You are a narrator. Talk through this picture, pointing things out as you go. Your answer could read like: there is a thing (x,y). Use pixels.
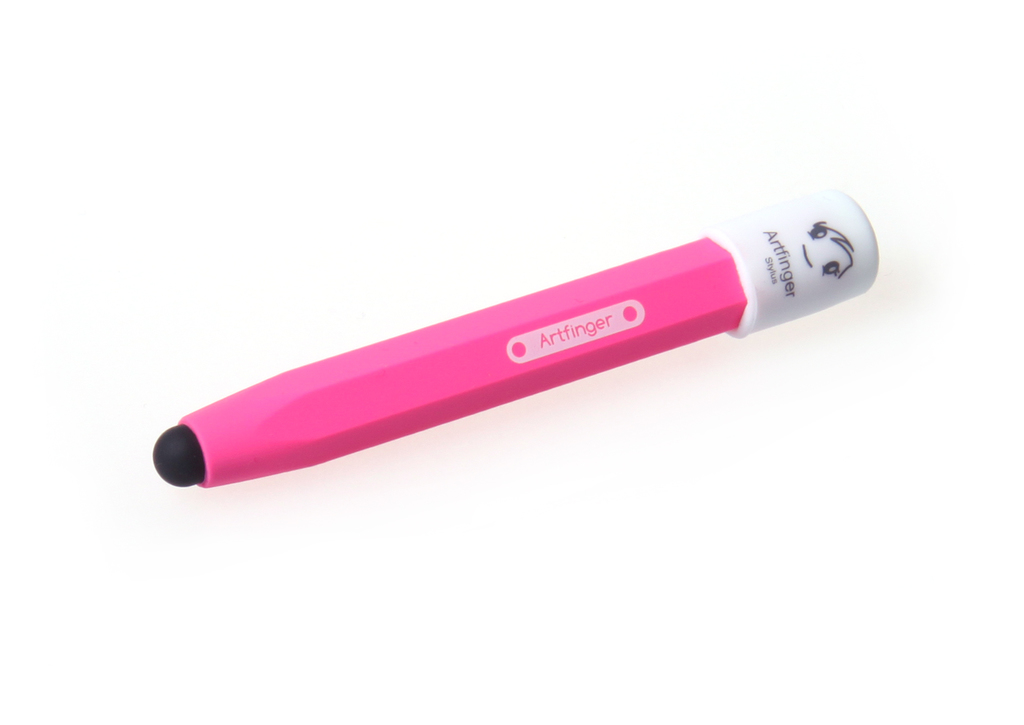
In this picture there is a pink color pencil (792,220) on which art finger is written. Behind there is a white background (533,45).
